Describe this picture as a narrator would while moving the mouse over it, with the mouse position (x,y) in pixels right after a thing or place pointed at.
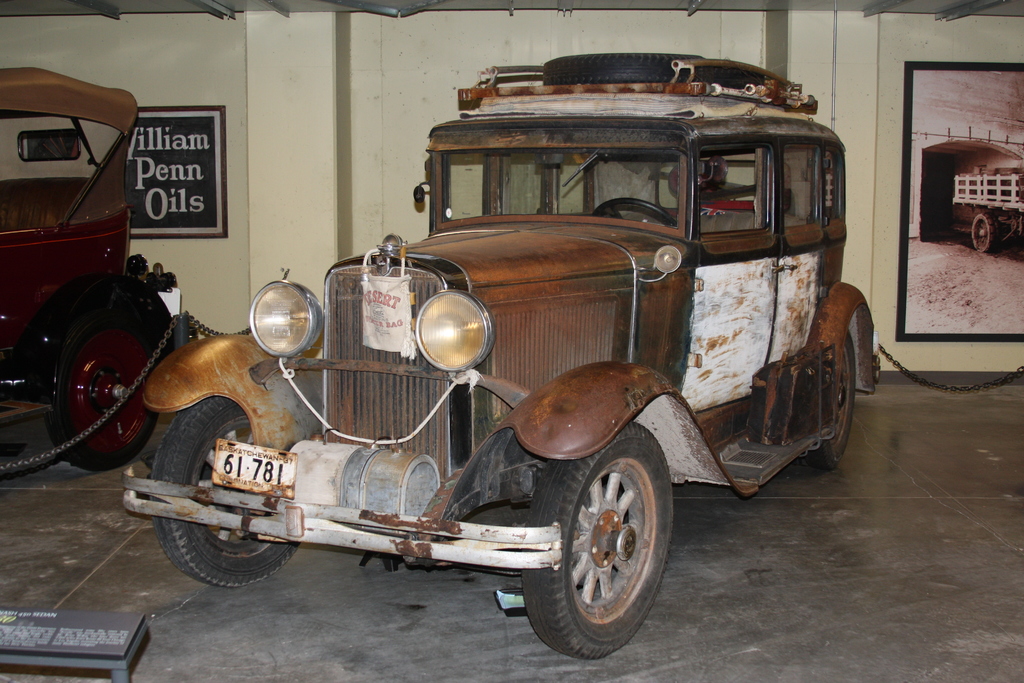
In this image we can see the vehicles (24,284) and also the barrier (175,340) with the chain (149,364). We can also see the frames (200,156) attached to the wall (639,43). At the bottom (306,604) we can see the floor (844,555). On the left (30,630) we can see an object (93,624).
